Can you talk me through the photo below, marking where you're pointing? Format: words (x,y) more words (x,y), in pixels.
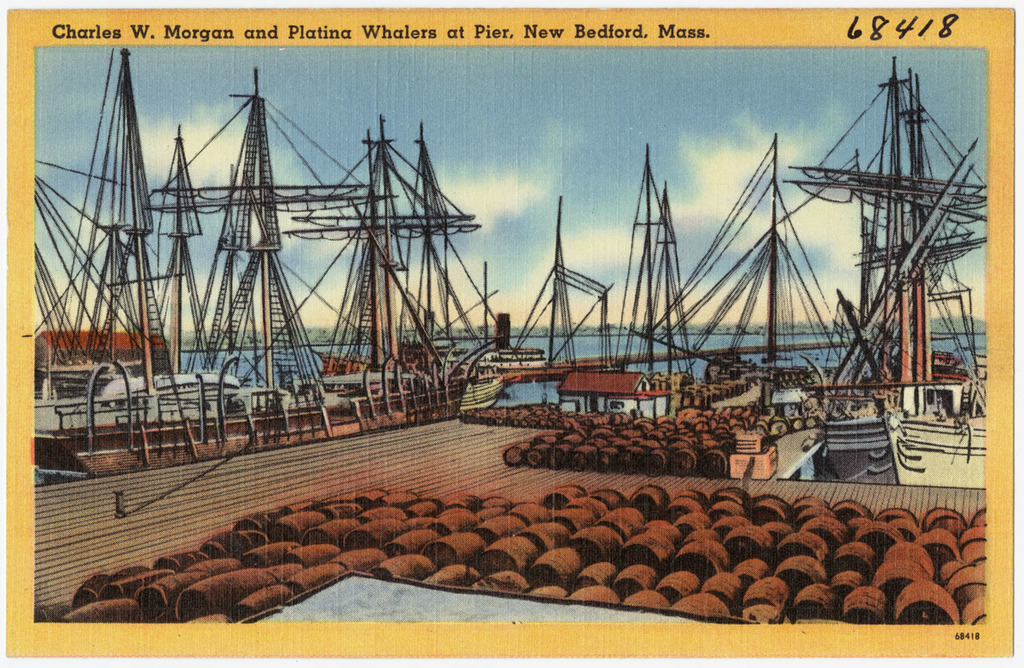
This is the picture of a poster (86,241) where we can see some boats (217,432). On the surface (229,511) some objects (594,572) are there, one small house (606,383) is there backside some water (541,345) is there. Sky (514,219) is there. Some text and numbers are written on the poster (635,52).
